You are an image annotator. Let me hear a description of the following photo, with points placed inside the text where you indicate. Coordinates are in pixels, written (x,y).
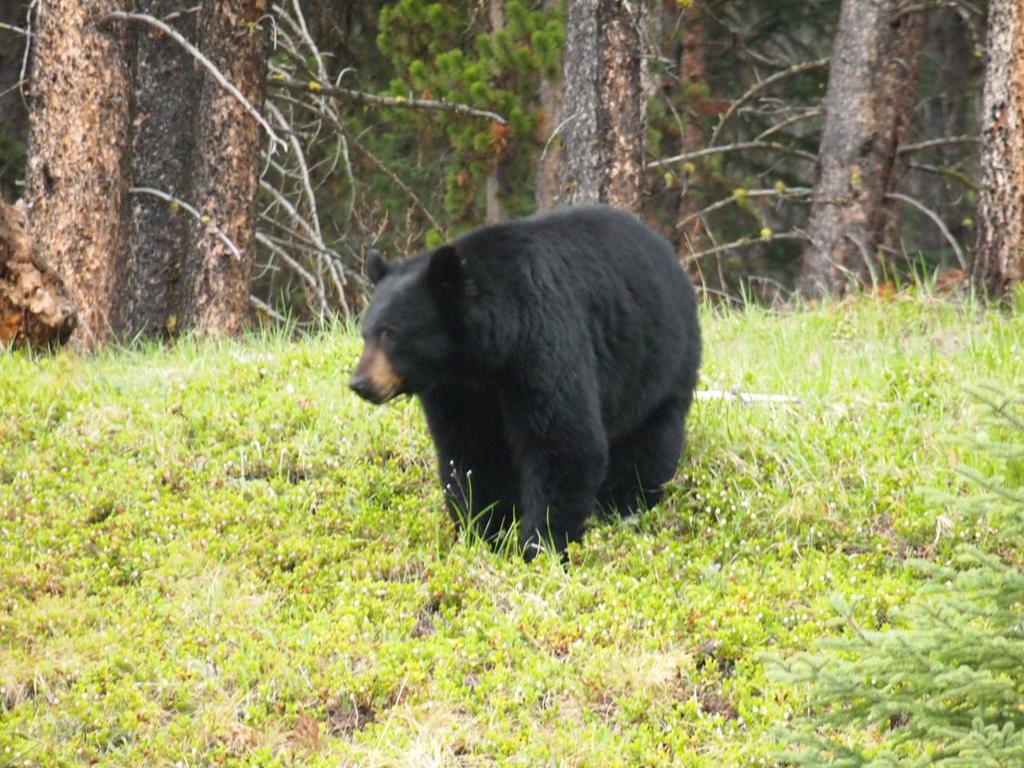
In this picture we can see a bear (385,332) on the ground (335,520) and in the background (335,303) we can see grass (288,429) and trees (335,303).
